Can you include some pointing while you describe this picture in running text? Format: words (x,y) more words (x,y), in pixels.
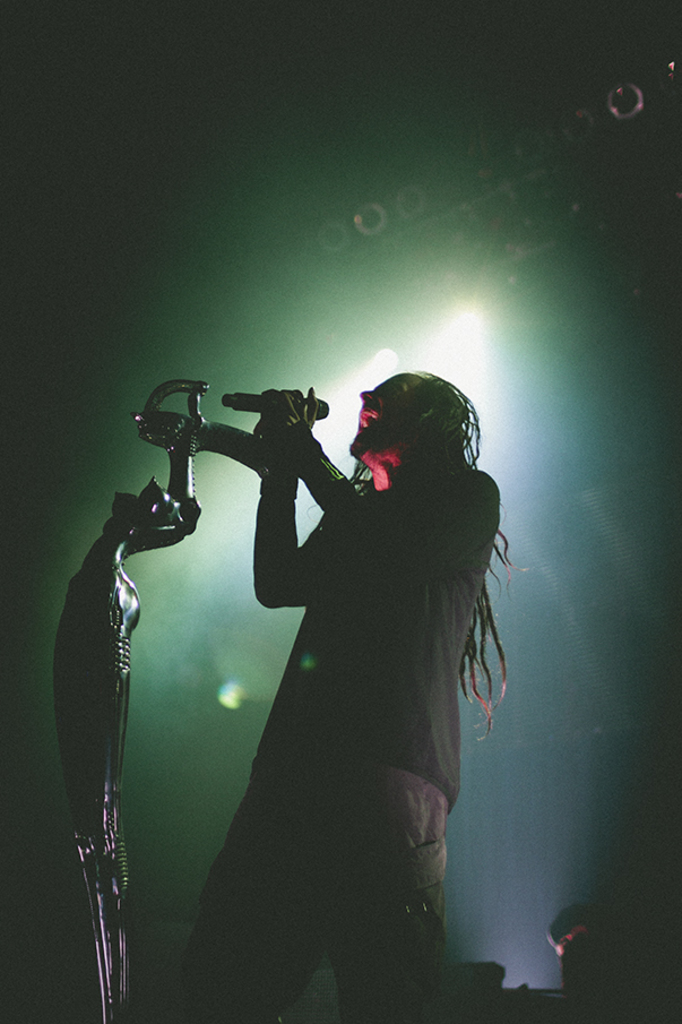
In this picture we can see a man (396,697) is standing, on the left side (142,600) there is a microphone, there are lights (429,342) in the background (368,344), we can see a dark background (8,101).
